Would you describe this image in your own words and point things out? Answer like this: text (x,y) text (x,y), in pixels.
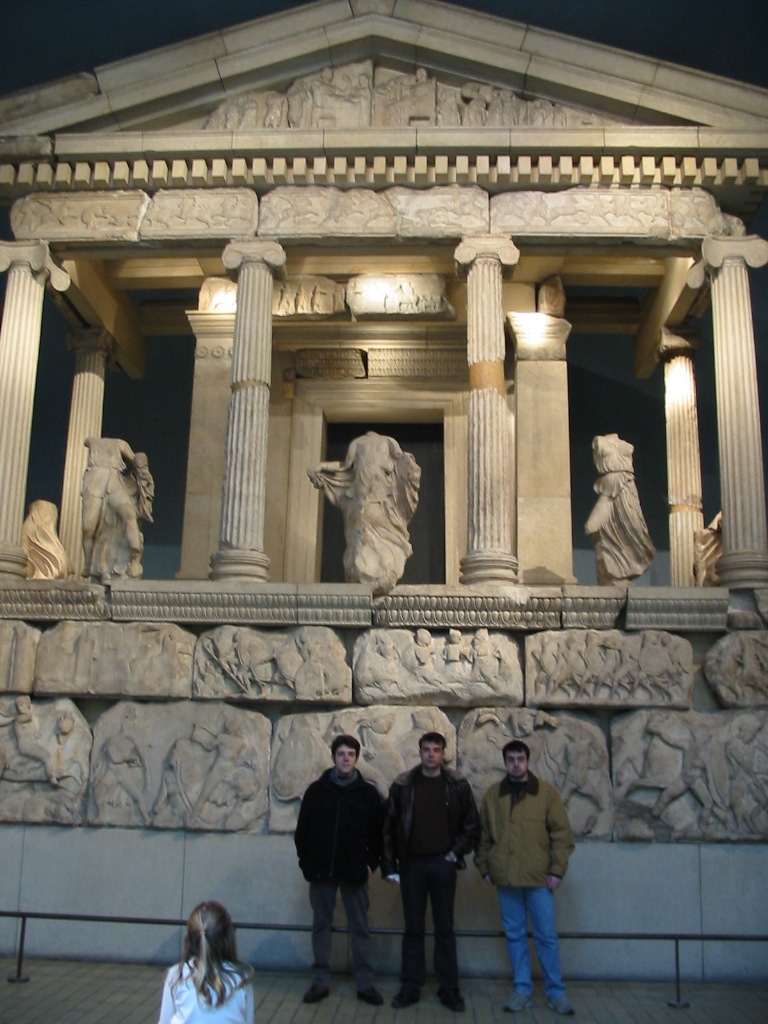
In this image I can see in the middle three men (455,786) are standing, they wore coats (358,830), trousers (544,945), shoes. At the top (269,251) it looks like an old construction (689,430) with the statues (97,515).
